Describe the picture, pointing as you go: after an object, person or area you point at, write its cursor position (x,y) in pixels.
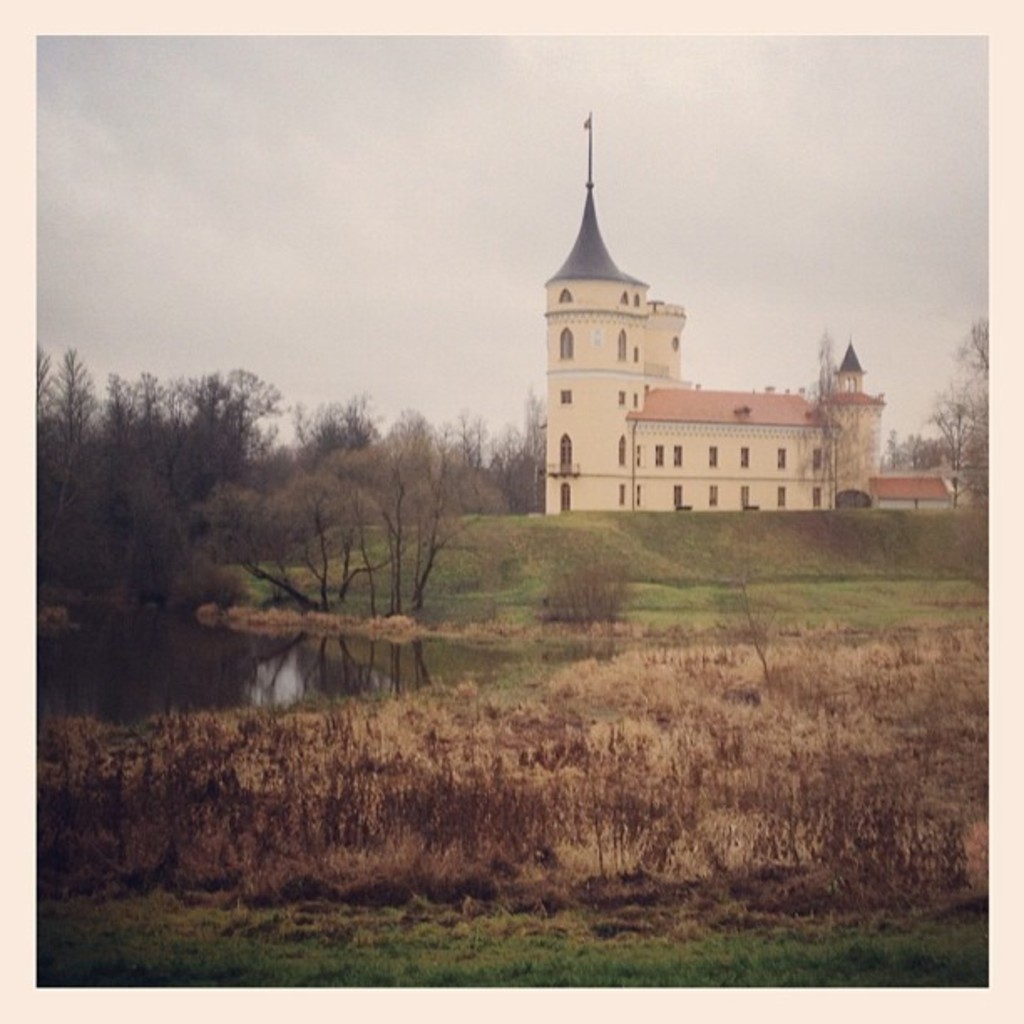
In this image we can see some plants (379,709), water (238,669), trees (280,475) at the foreground of the image (529,729) and at the background of the image (821,506) there are some buildings (690,445) and cloudy sky (428,190).
